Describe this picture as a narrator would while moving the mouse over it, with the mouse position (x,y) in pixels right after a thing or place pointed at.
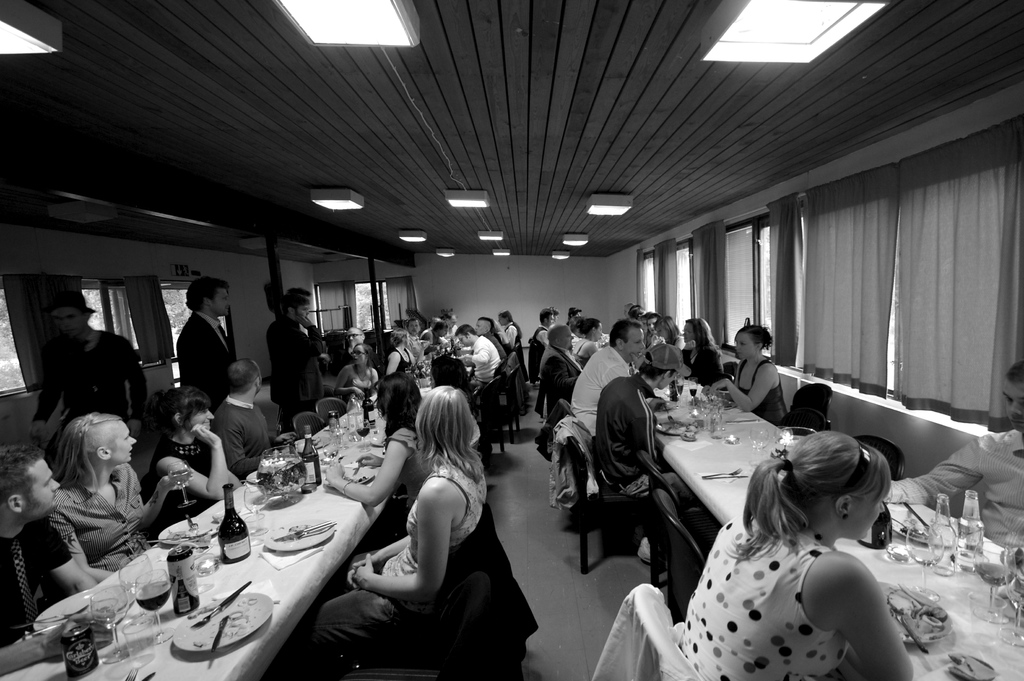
In this image I can see group of people (369,466) sitting on the chairs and four of them (203,318) are standing. In front of them there is a wine bottle (244,531), tin (182,576), glass (166,582), plates (244,626) on the table (274,581). I can also see curtains (831,313) to the windows (894,281).
